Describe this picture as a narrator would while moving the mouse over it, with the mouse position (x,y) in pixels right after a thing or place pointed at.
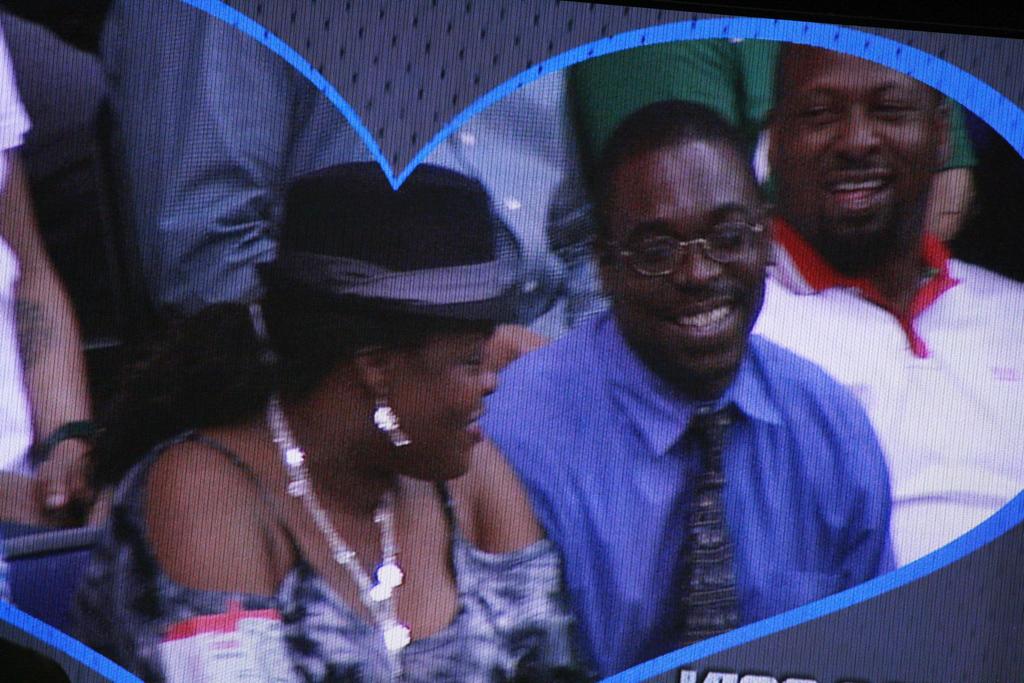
In this image, we can see a few people (486,365) sitting. Among them, there is a woman (329,528).
